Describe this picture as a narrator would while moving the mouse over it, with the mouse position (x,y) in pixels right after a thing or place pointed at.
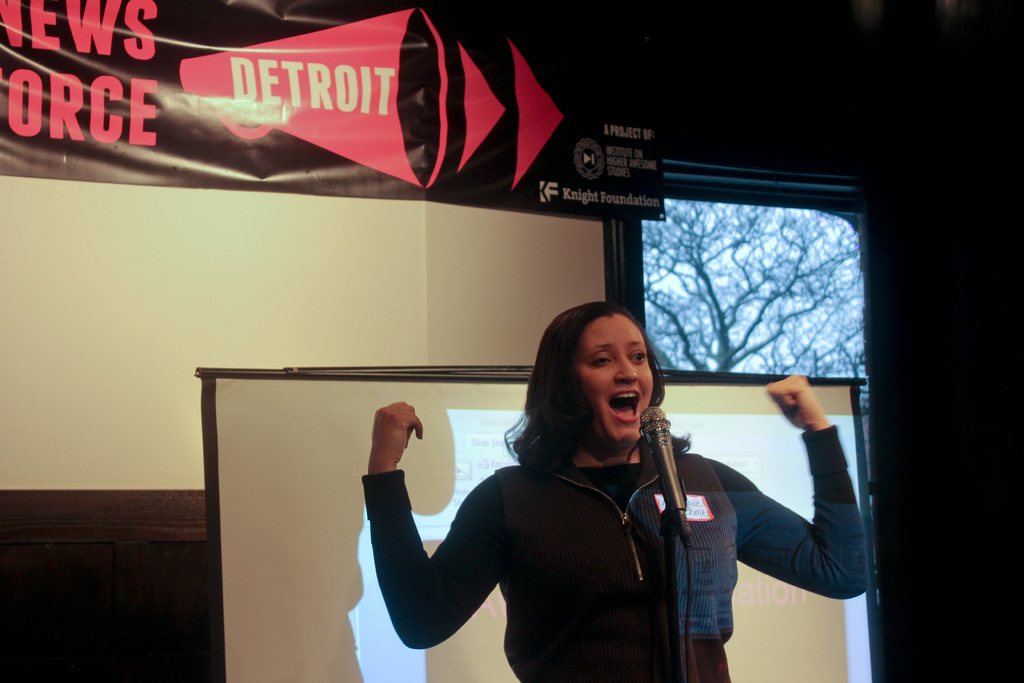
In this image we can see a lady (609,503) standing, before her there is a mic (660,445) placed on the stand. In the background (844,430) there is a screen (260,479) and we can see a board (326,172) placed on the wall (590,239). There is a window (656,237).
